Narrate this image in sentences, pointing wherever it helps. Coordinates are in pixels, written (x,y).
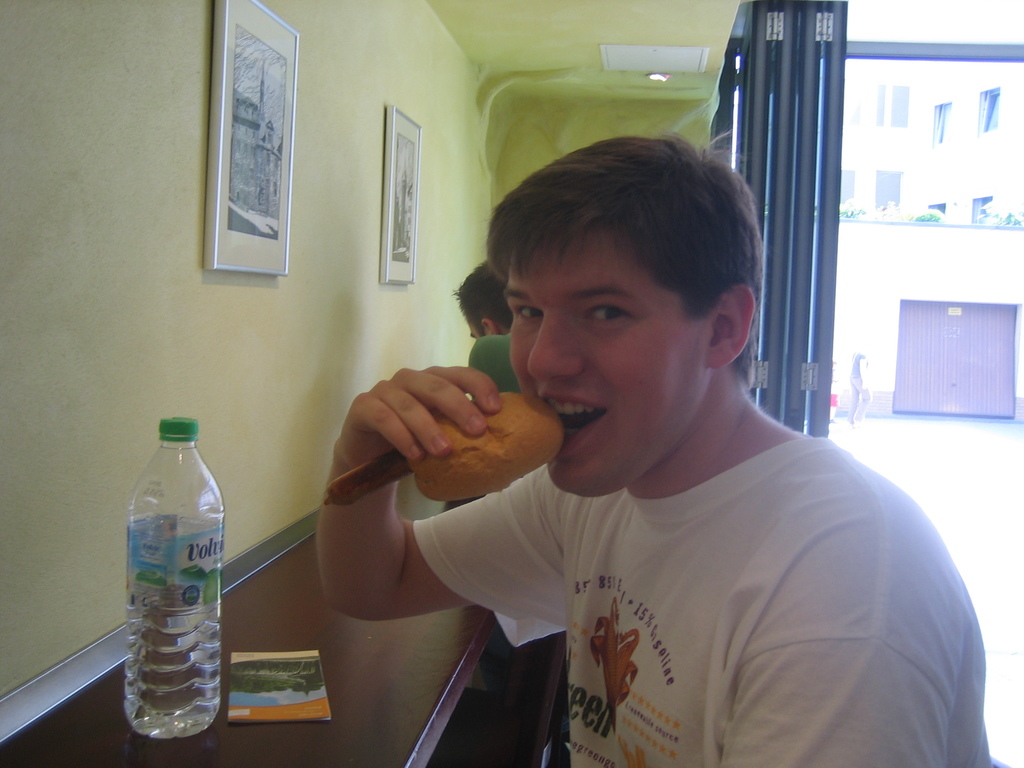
There is a man (638,482) in the picture holding a food (410,473) in his hand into his mouth (571,443). In front of him there is a bottle (186,559). There are some photographs (267,180) attached to the wall (354,241). In the background (853,435) we can observe a road (883,441) and someone (857,379) is walking and some buildings (921,178).
